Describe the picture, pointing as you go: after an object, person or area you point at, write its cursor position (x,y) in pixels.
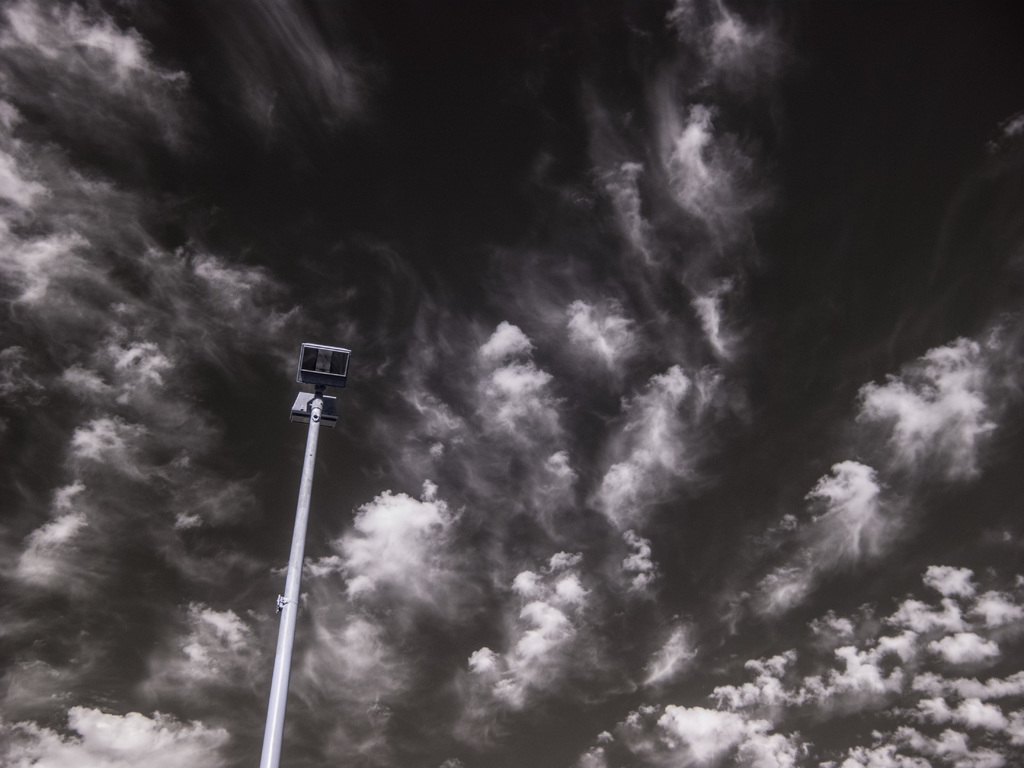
In this image I can see a light-pole (316,451). The image is in black and white.
